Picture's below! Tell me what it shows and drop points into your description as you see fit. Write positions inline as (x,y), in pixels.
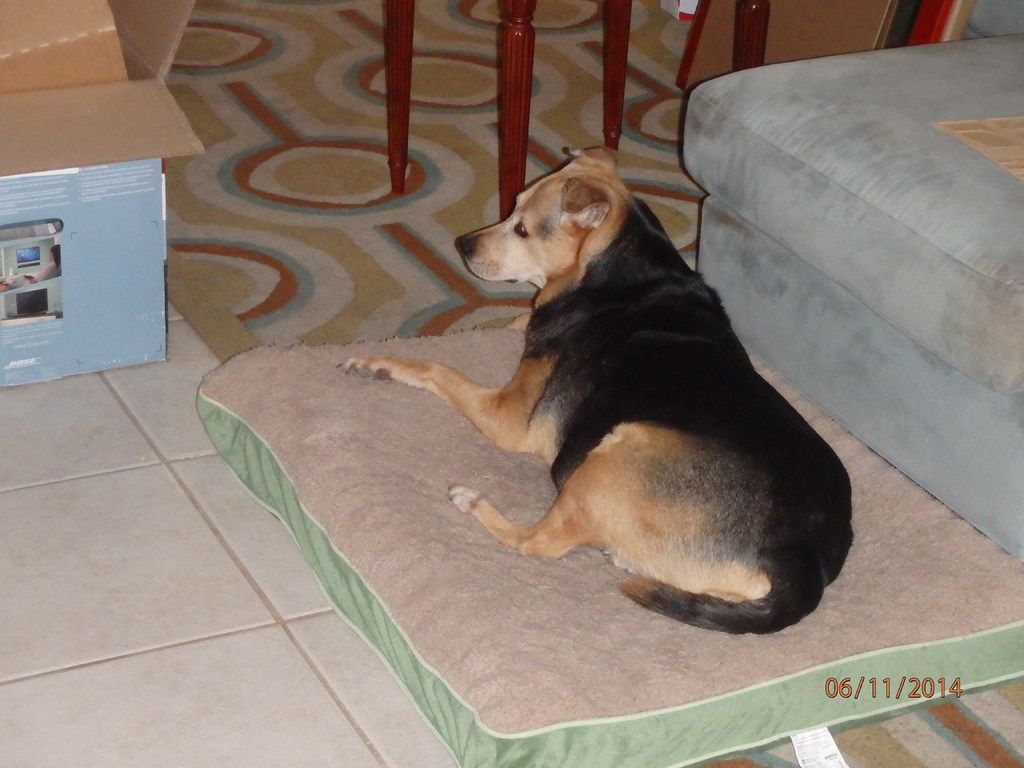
In the center of the image (659,278) there is a dog (557,417) on the bed (541,630). At the bottom of the image (204,615) there is floor (110,611). There is carpet (1011,721). To the right side of the image (772,358) there is a sofa (898,63). To the left side of the image (123,172) there is a box (13,252).
